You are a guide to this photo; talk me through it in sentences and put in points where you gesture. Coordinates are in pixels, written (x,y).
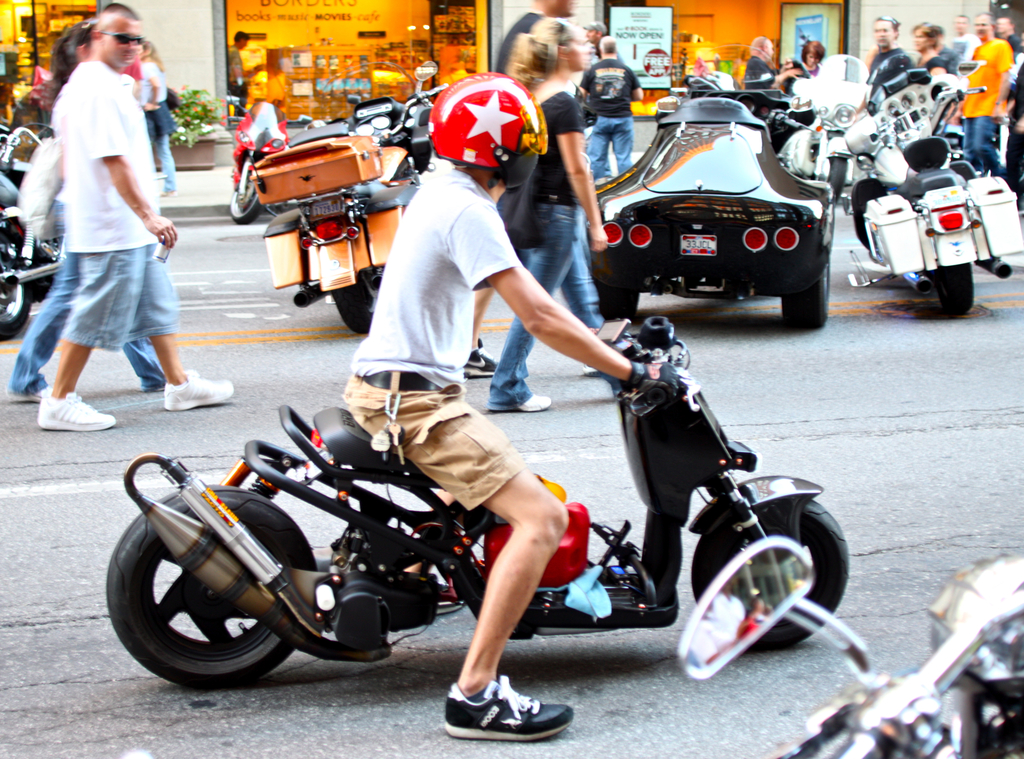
In the image in the center (492,263) we can see one man (461,417) sitting on vehicle (378,596). Coming to the background (115,196) we can see few more persons (933,72) they were walking on the road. Some were standing and we can see some more vehicles (652,157) around them. And we can see the building (199,36) and some sign board (336,27).
